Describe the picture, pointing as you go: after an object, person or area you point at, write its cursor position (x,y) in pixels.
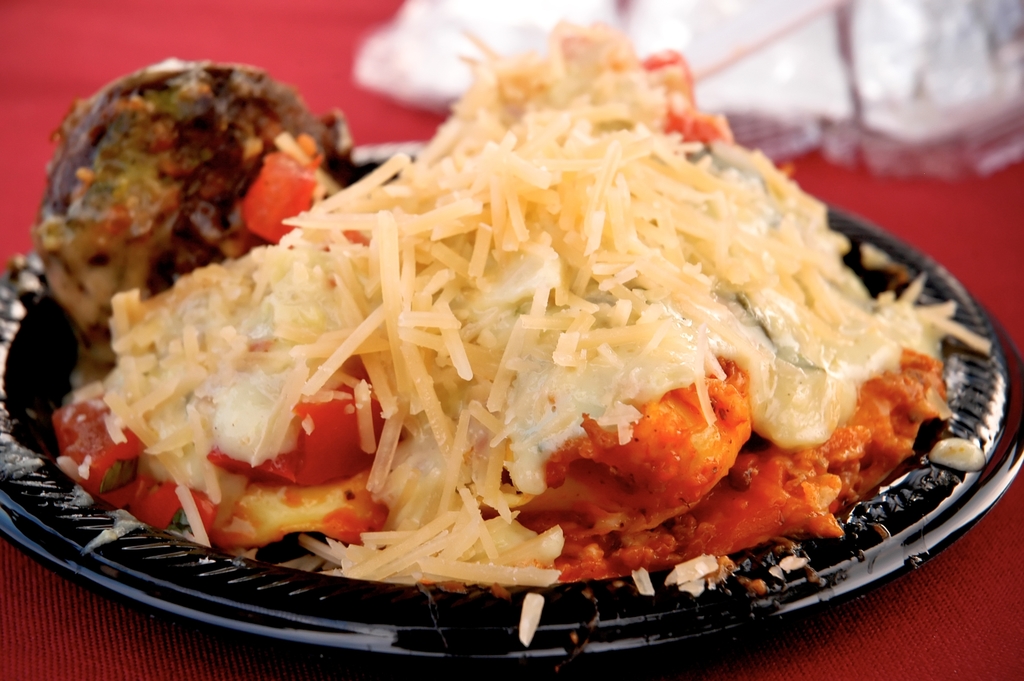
In this image I can see the plate (491,671) with food (372,283). The plate (223,551) is in black color and the food (296,338) is colorful. To the side I can see the white color object (429,64). These are on the red color surface (156,680).
